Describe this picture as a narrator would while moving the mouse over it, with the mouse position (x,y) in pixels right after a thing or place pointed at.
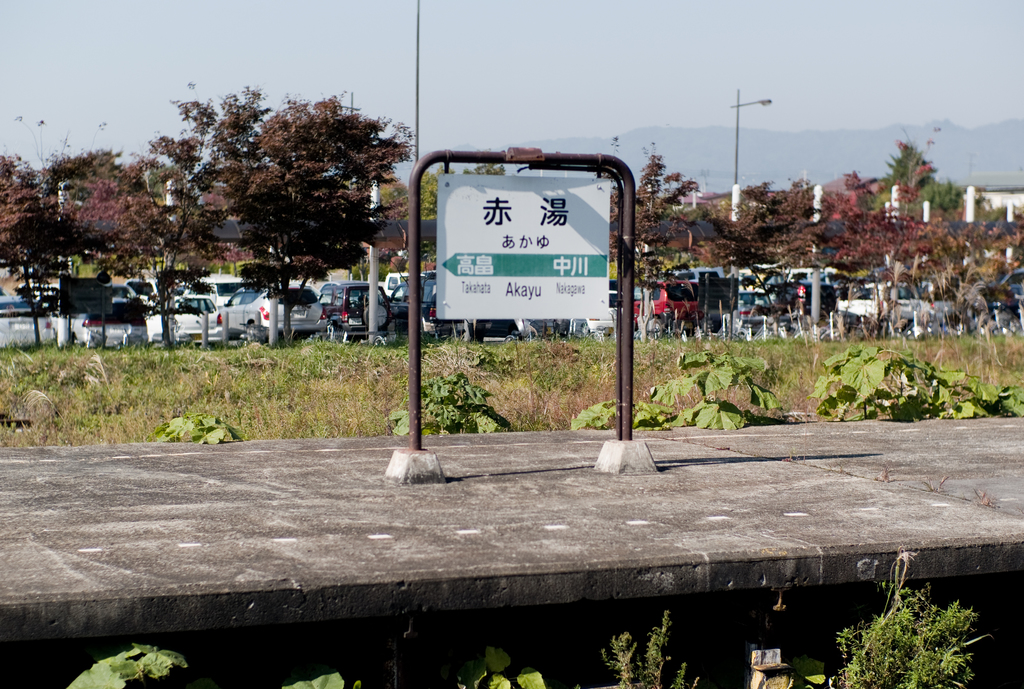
In this image we can see motor vehicles (216,319) parked on the floor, information board (524,212), grass (276,384), bushes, trees (124,195), street poles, street lights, hills (877,132) and sky (543,64).
